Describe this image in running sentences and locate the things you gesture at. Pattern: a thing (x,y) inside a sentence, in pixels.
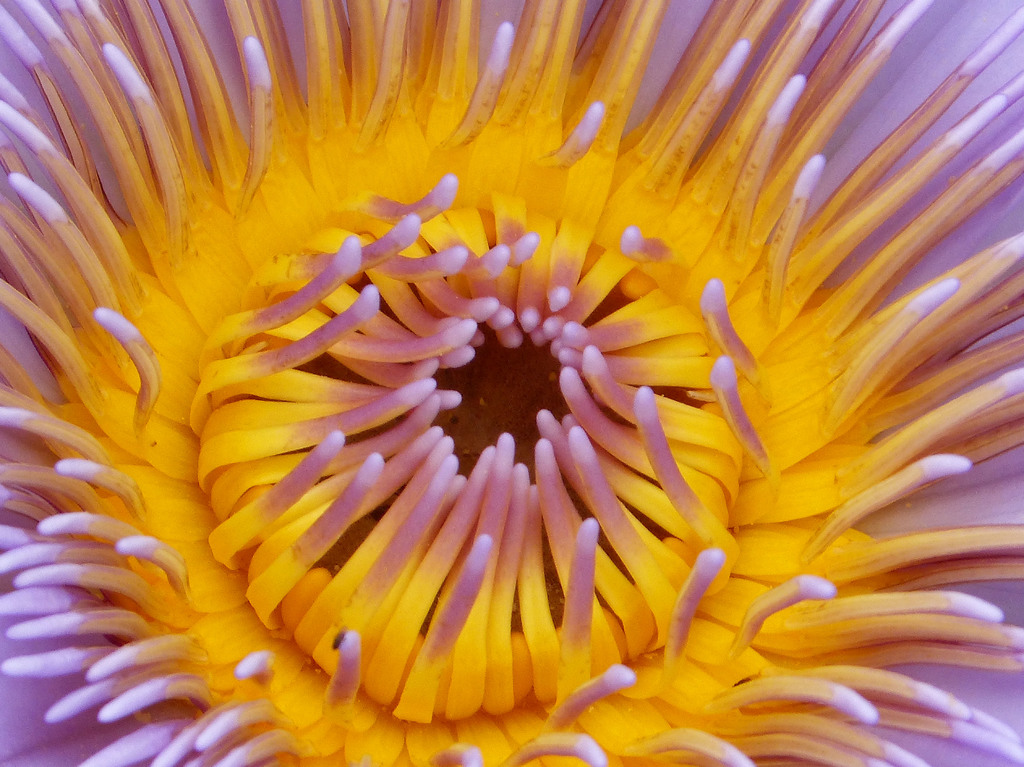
In this image there is a flower (345,537).
